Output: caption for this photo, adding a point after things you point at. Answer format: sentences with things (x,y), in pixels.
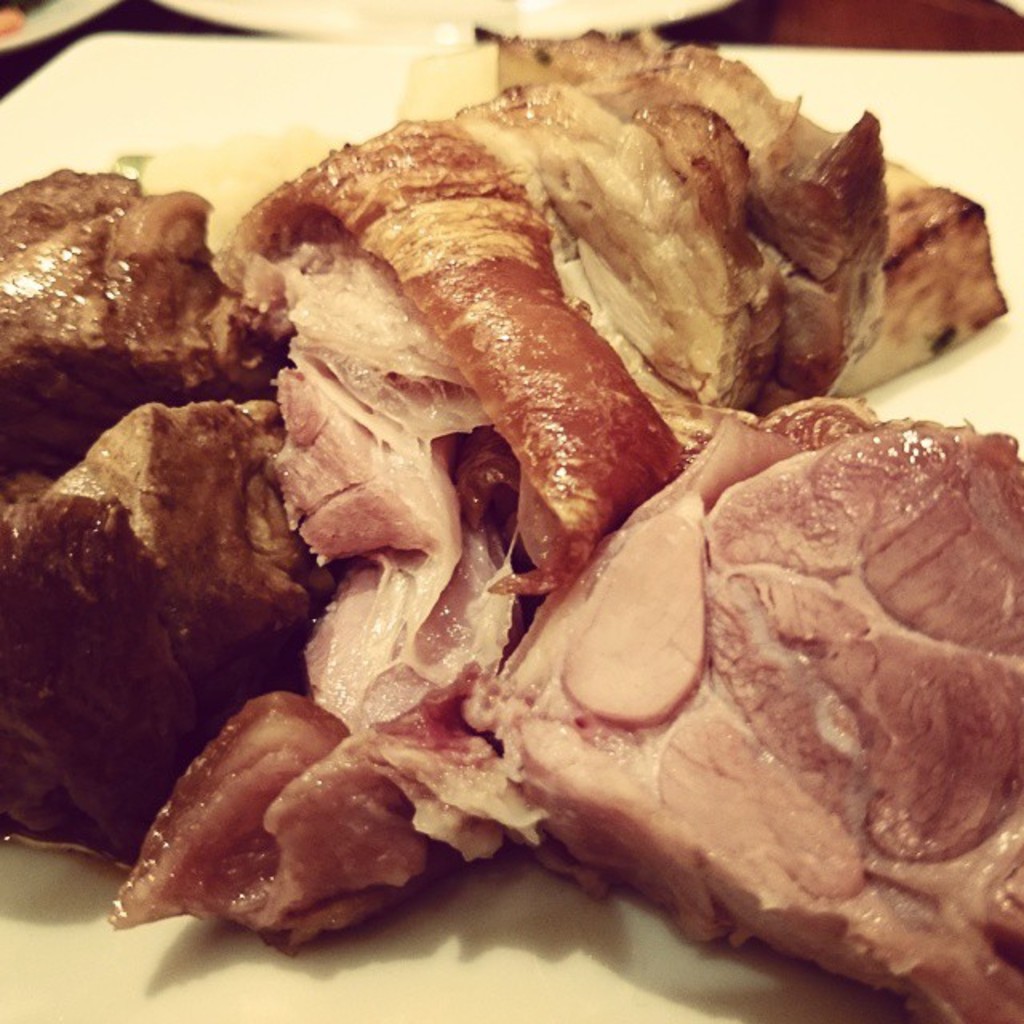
This image is taken indoors. At the bottom of the image (305,924) there is a plate (566,923) with a food item (669,748) which is made of meat (301,622). At the top of the image (581,10) there are two plates (333,11) on the table (736,27).
